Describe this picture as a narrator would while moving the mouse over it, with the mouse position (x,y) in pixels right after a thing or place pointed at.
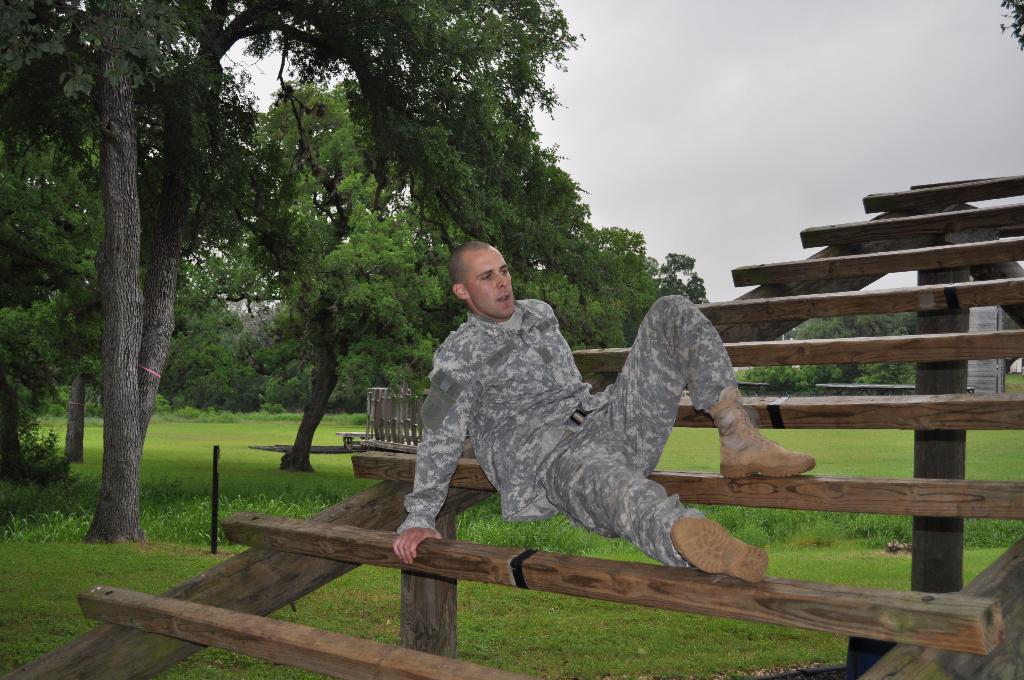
In this picture I can see a man (726,451) in front (562,448), who is wearing army uniform (564,407) and he is on the wooden things (143,643). In the middle of this picture (343,277) I can see number of trees (52,268), few plants (254,417) and the grass (310,487). In the background (922,81) I can see the cloudy sky (727,130).
